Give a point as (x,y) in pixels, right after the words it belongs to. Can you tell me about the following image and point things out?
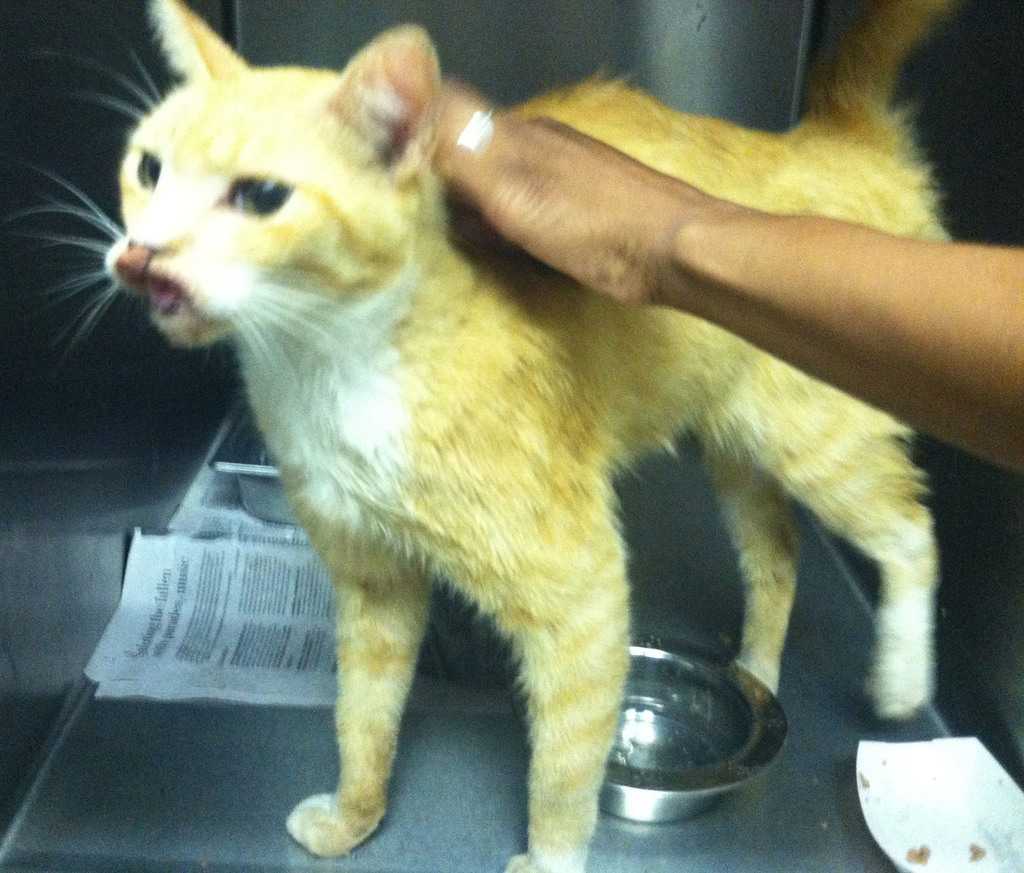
Here in this picture we can see a cat (458,429) present on the table (283,865) and we can also see a newspaper (212,593) and a couple of bowls (674,748) present on it and we can see a person's hand (536,217) laying on the cat (439,191).
